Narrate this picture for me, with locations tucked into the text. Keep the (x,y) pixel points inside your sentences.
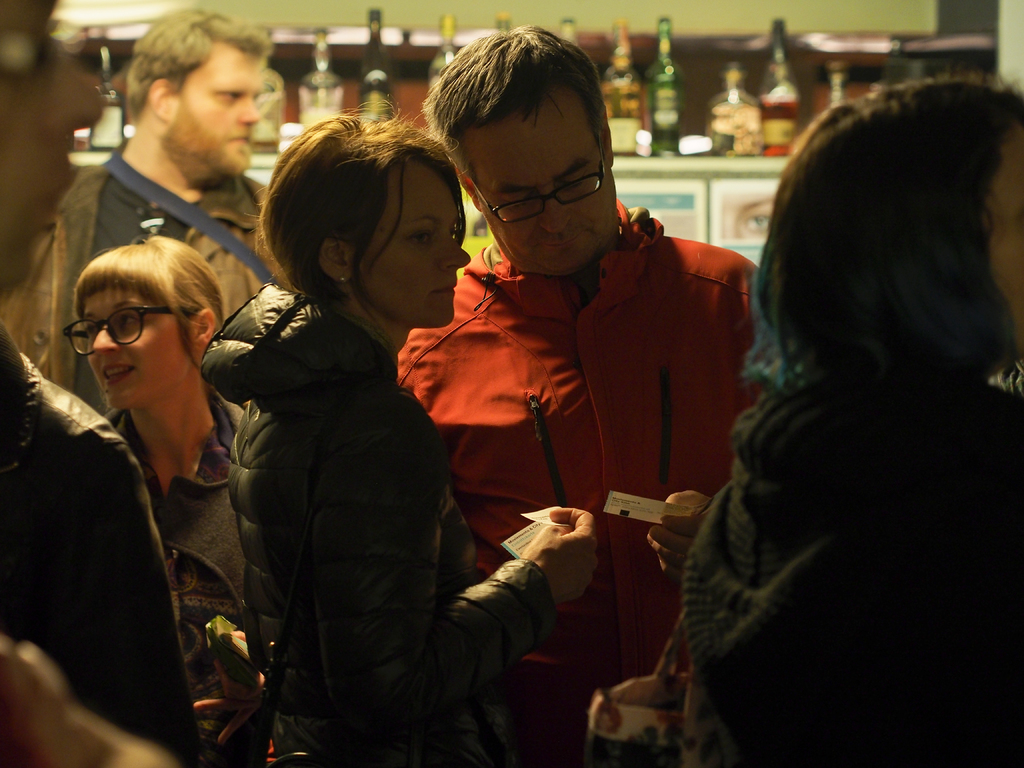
In this image, there are a few people (574,336). We can also see some bottles (785,82) on an object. We can see the wall (708,214).
